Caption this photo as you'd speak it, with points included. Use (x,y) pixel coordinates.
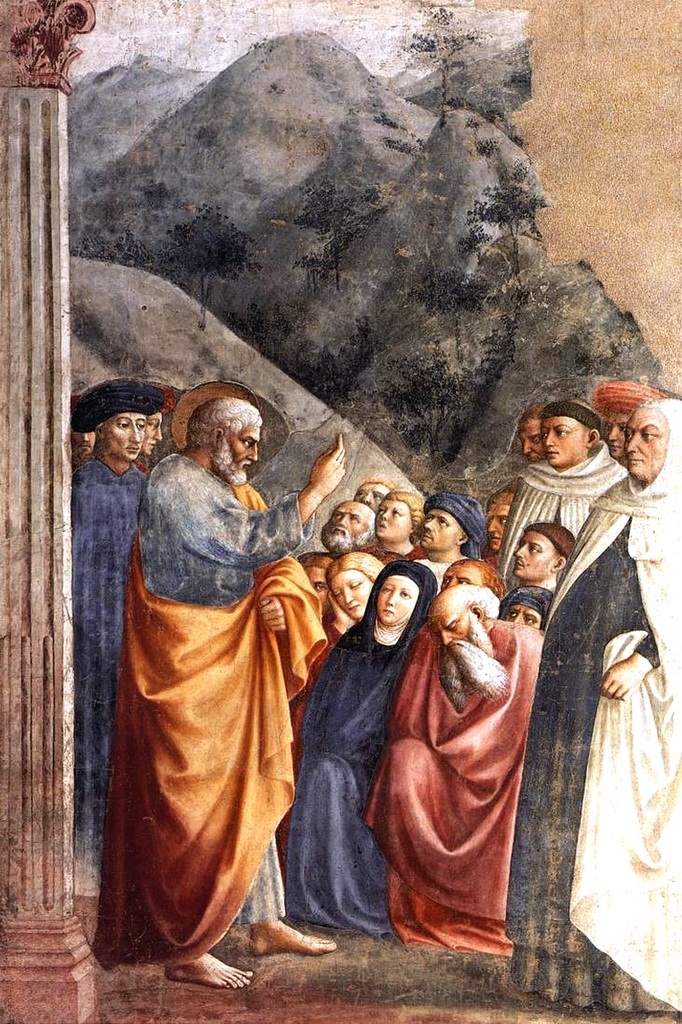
In this image we can see the painted picture. In this painted picture we can see the mountains (171,119), one white object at the top of the image (237,50), one pillar (6,138), few people (148,931) are standing, few people (366,653) are sitting, some trees (418,435) on the mountains (302,454) and one object (559,145) on the top right side of the image (573,166).
